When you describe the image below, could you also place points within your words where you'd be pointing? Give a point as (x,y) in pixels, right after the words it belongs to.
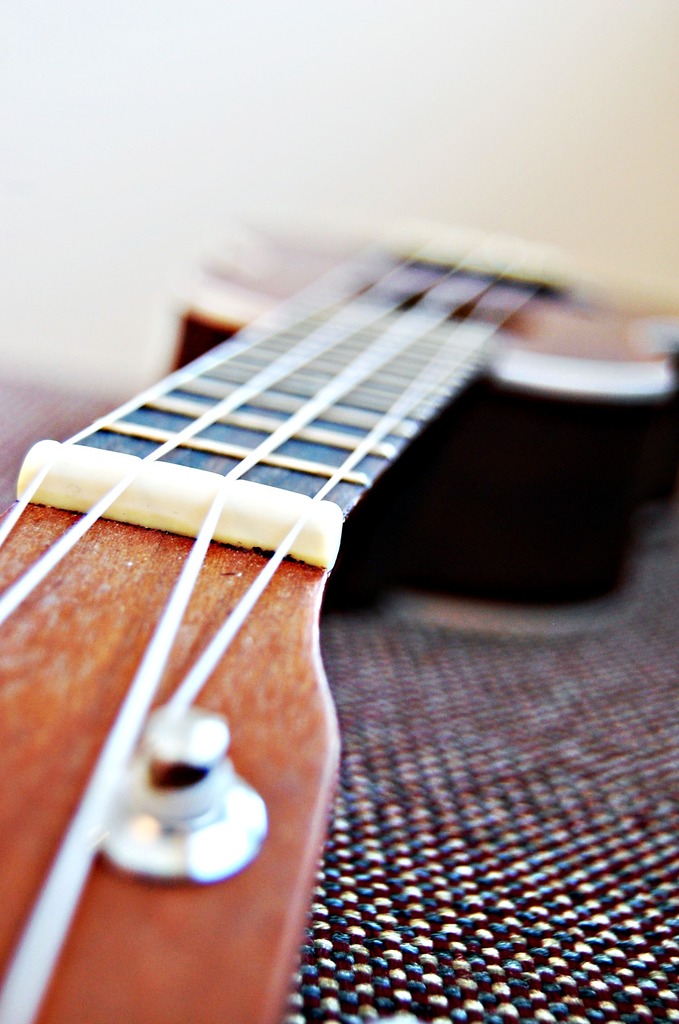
In the image we can see there is a guitar (422,435). Over here which is blur and on the other side strings (78,871) are visible clearly.
